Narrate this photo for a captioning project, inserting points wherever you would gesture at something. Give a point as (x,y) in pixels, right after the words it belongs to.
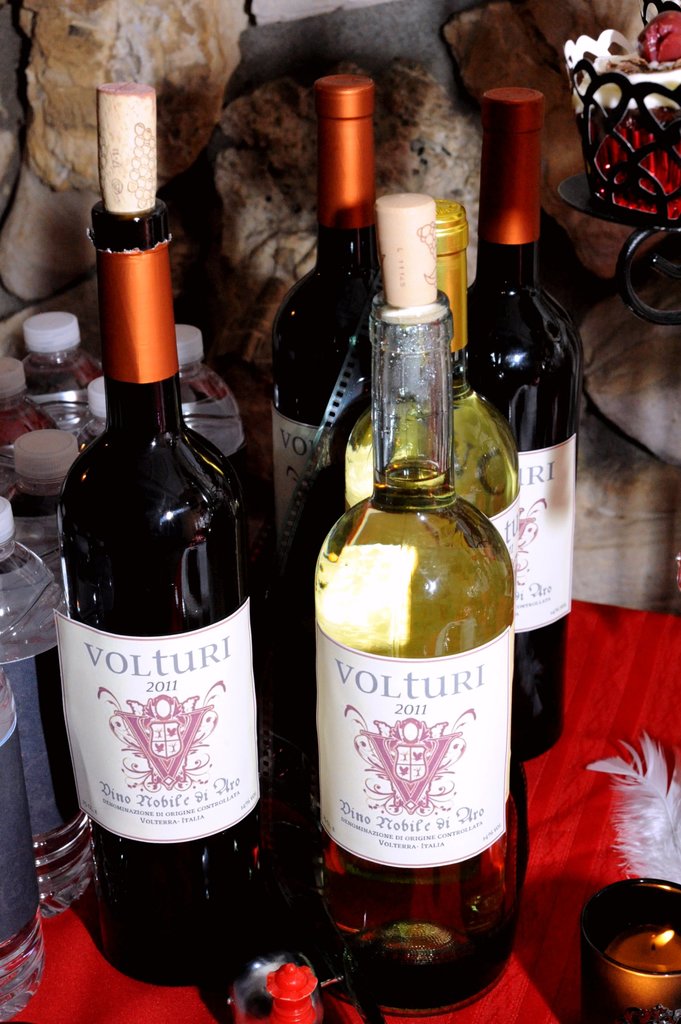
In the picture we can see a wine bottles (470,568) on the table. In the background (661,440) we can find some designing (669,442) and water bottles (8,739).
